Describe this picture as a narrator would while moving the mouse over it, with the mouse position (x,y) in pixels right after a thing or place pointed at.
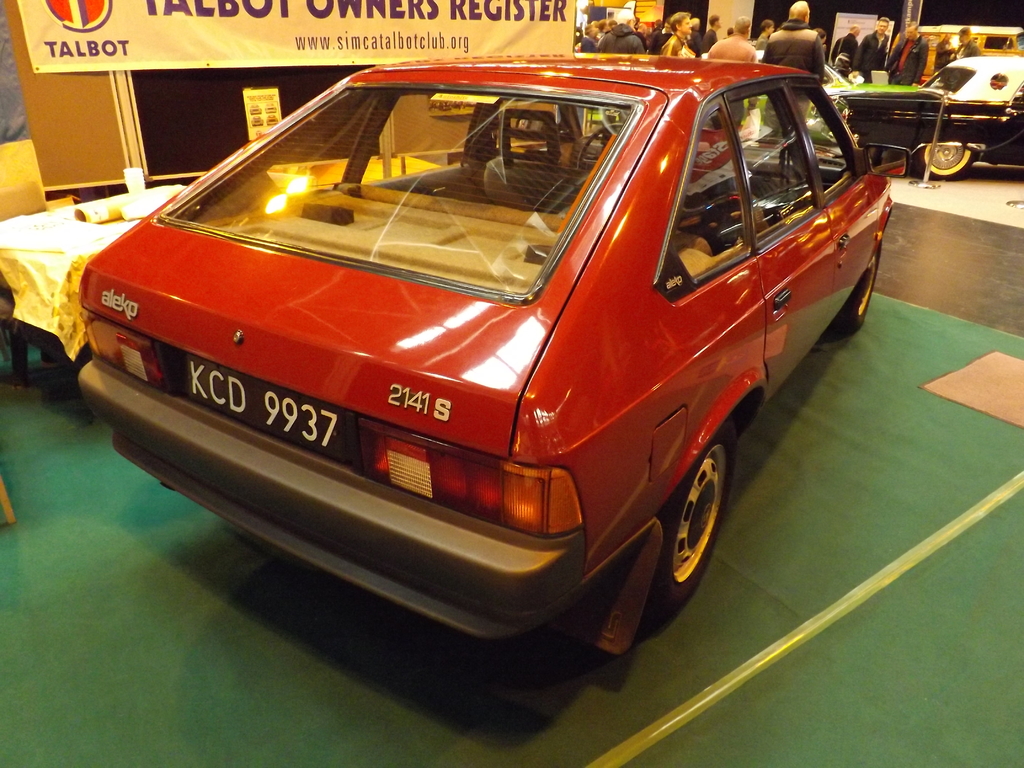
In this image there are a few vehicles (583,138) on the floor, in front of the vehicles (650,164) there are few persons (630,44) standing, beside them there is a banner (90,17) and a few other objects (117,198).
